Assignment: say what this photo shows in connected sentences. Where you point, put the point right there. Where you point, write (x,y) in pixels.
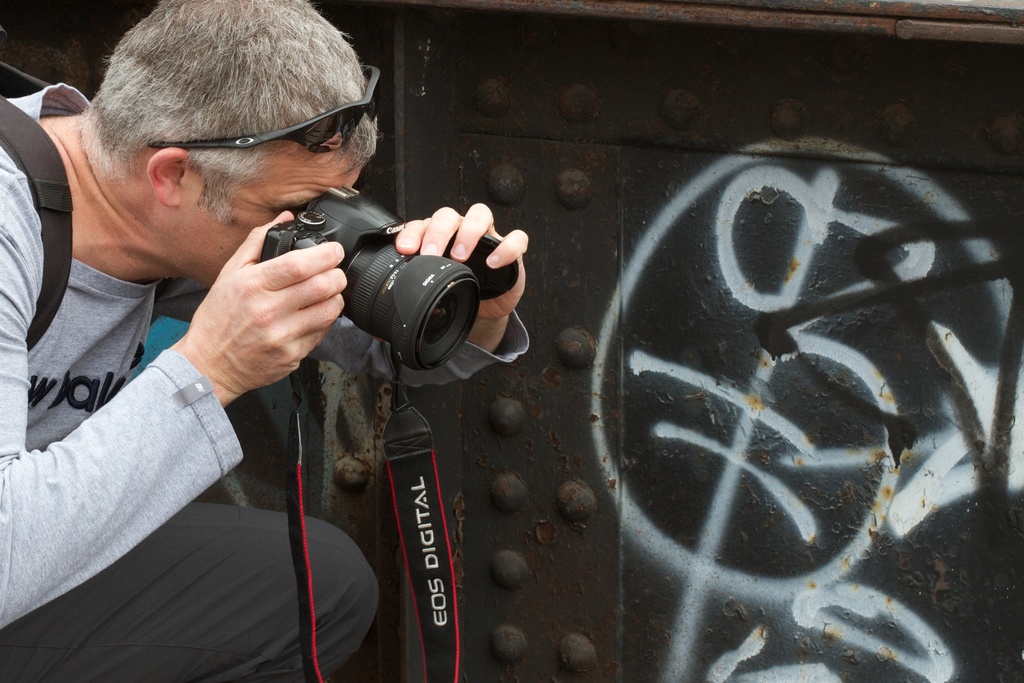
In this image we can see man (278,303) holding a camera (373,270) and a glasses (308,136) on head (273,106). We can see a man (161,635) is wearing a bag (52,217).
